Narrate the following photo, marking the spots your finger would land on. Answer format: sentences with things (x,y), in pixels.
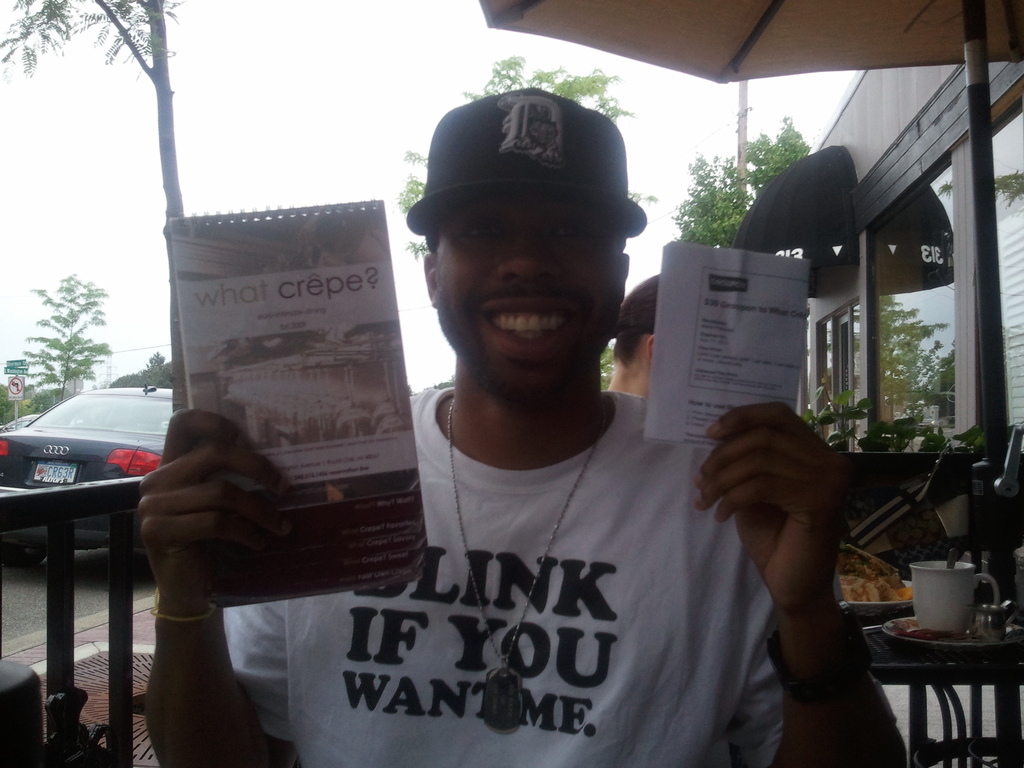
In this image I can see the person (472,472) holding the notepad (408,425) and few papers (716,425) and the person (534,571) is wearing white color shirt (647,711), background (948,324) I can see few stalls (941,308), trees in green color and I can also see the vehicle (120,451) in black color and the sky (276,106) is in white color.
